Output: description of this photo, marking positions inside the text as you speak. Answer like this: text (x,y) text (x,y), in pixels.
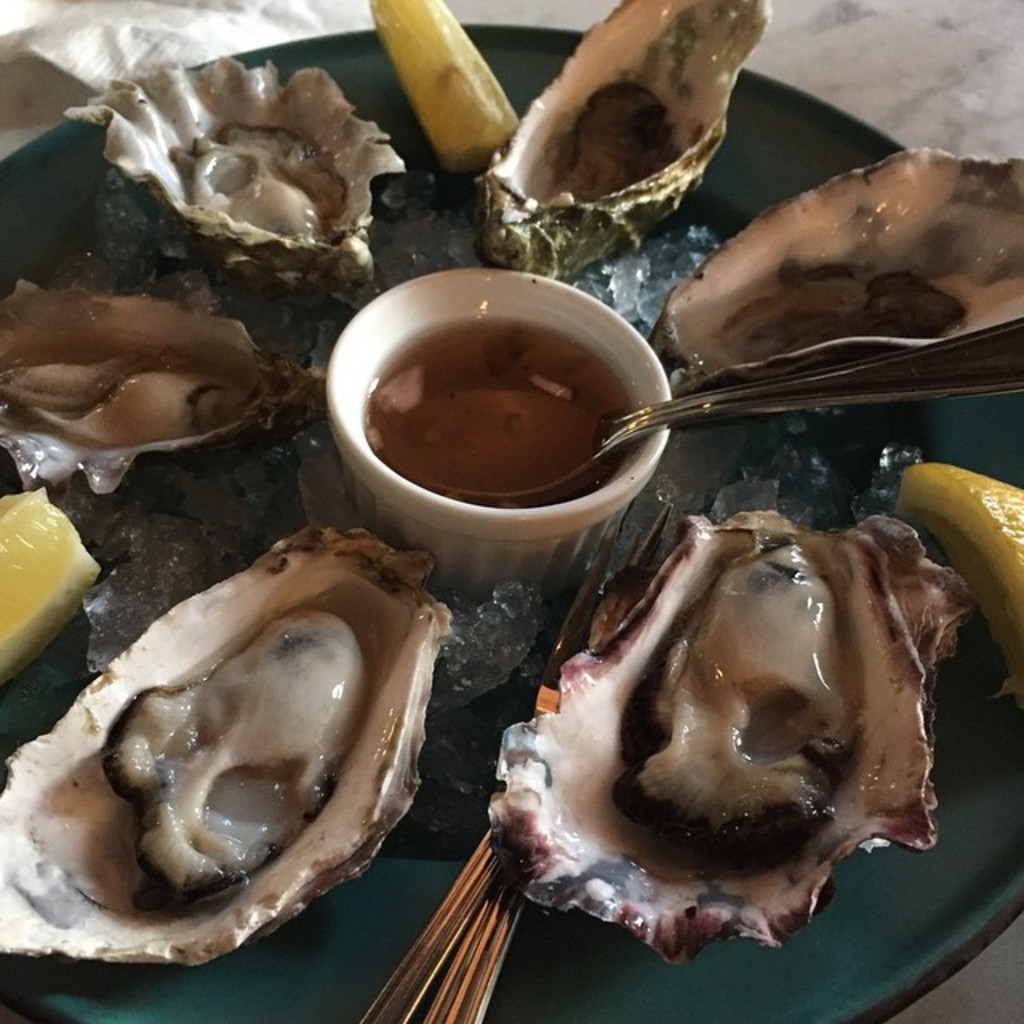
In this image we can see some seafood (628,667) on the plate (262,297) and there is a bowl (579,302) filled with some liquid (571,454).
